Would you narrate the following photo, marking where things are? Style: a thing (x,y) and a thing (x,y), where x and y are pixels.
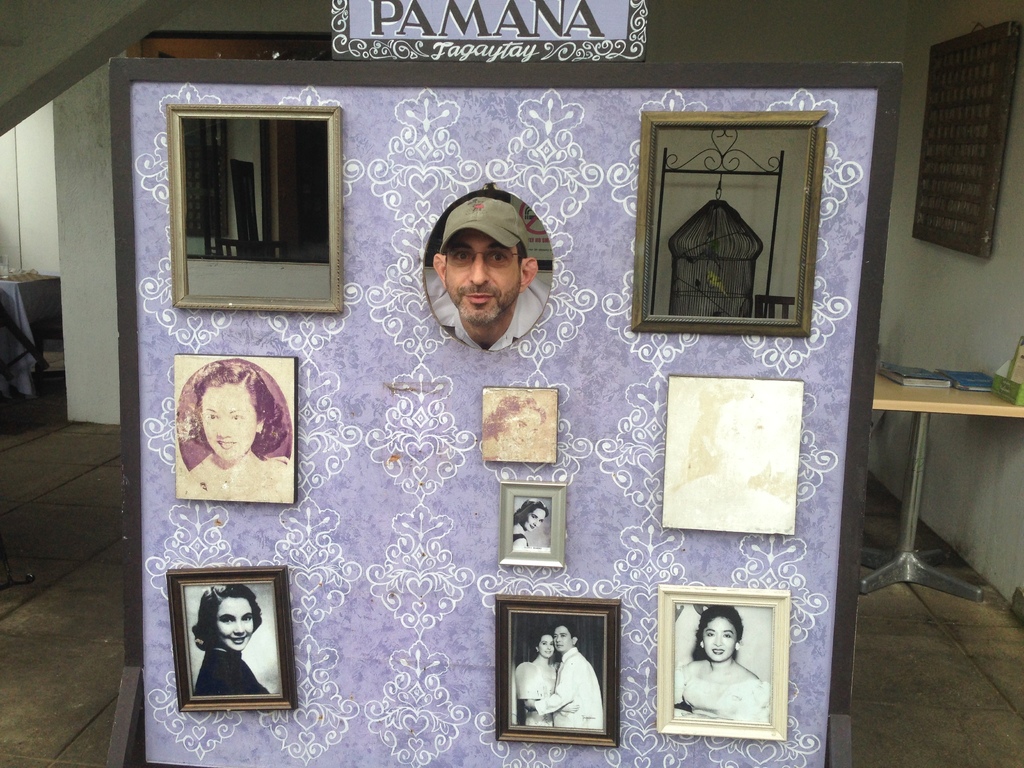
In this image we can see a person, in front of him there are photo frames (710,422) on the board (464,460), there is a board (517,27) with text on it, there are books (932,386) on the table (935,410), there is a table (21,381), on that we can see a glass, also we can see the walls (69,364).
